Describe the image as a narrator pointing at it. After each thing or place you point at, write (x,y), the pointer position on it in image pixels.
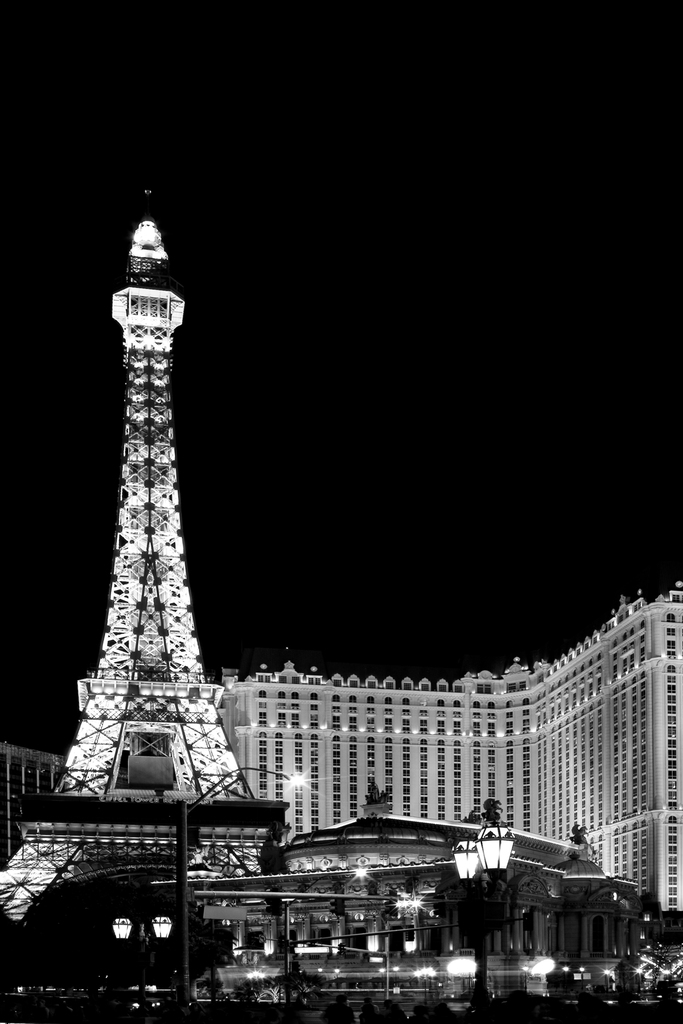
It looks like a black and white image. I can see an Eiffel tower (122,775) and the buildings (270,726) with the lights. At the bottom of the image (122,921), I can see the light poles (481,900). The background (363,601) looks dark.
